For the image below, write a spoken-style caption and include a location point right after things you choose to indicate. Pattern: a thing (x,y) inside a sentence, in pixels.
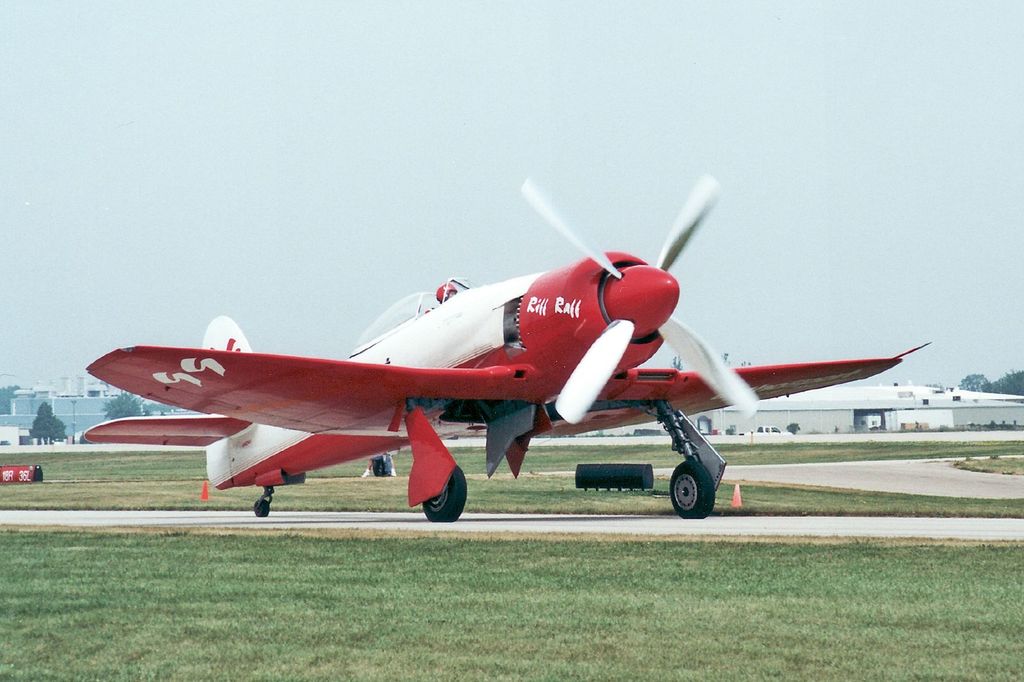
In this image we can see the airplane (455,501) on the ground (615,531) and at the back (546,228) there are buildings (87,394), trees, grass (81,466), sky (241,242) and red color object (21,473) on the ground (65,463).
